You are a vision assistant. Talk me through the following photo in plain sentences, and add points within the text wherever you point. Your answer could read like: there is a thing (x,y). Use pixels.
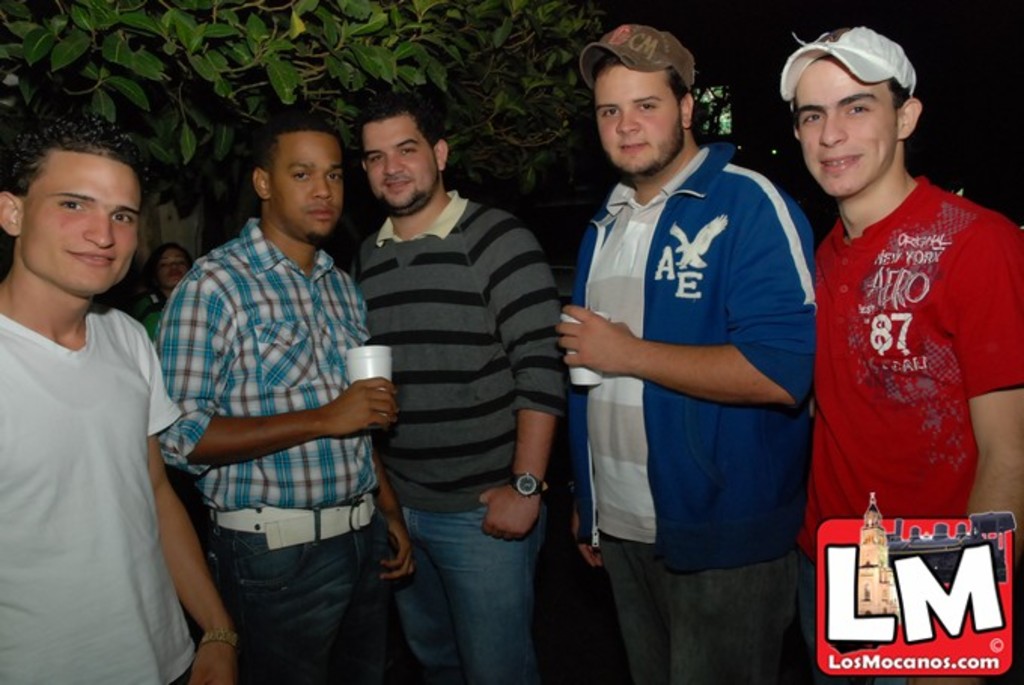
In the middle of this image (530,239), there are persons (674,156) in different color dresses (81,448), smiling and standing. Two of them are holding, white color glasses (370,364). On the bottom right (972,572), there is a watermark (984,578). In the background (464,157), there is another person (176,264), there are trees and lights (712,107). And the background (565,162) is dark in color.
